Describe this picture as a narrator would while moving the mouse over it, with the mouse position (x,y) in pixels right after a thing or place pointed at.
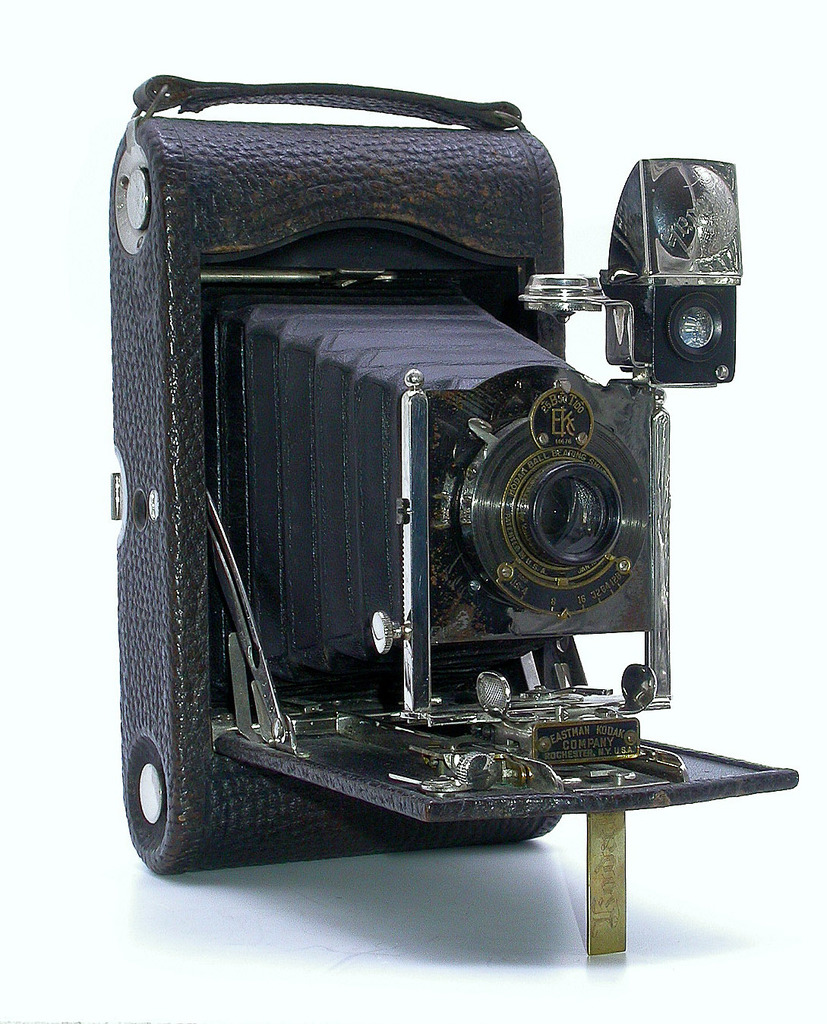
On this white surface (397,905) we can see camera (248,224). Background (65,48) it is in white color.
